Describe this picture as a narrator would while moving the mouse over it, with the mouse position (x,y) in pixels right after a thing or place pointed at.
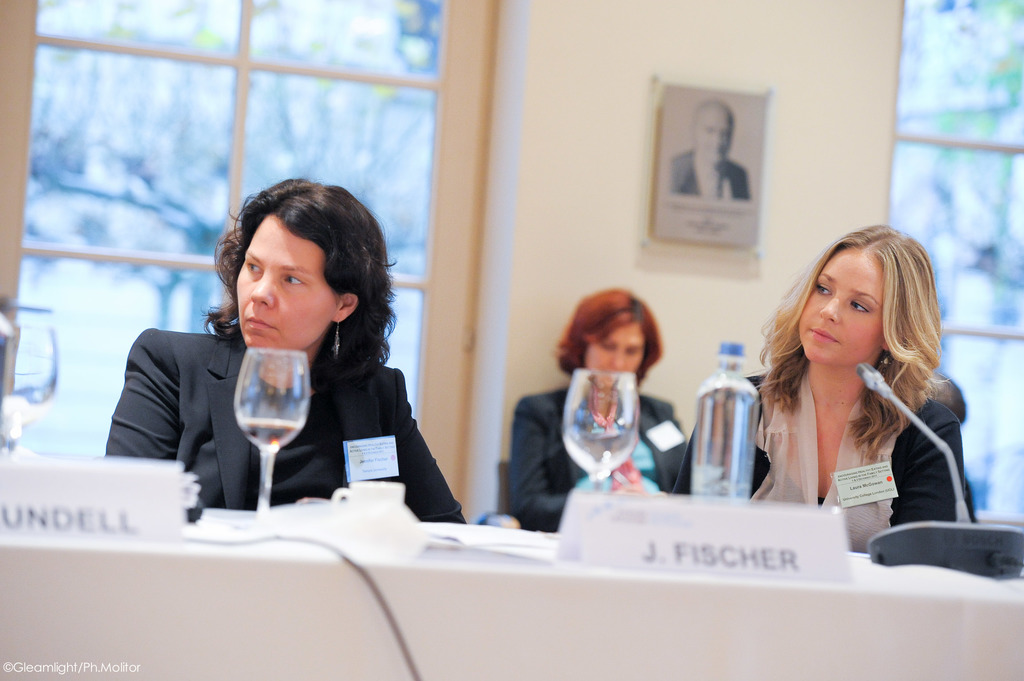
In this image three ladies (805,433) are sitting on chairs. In the foreground (391,566) on the table (321,536) there are nameplates (651,552), glasses (621,439), cup (351,507), bottle (705,422), mic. In the background (96,450) there are glass windows (897,140). On the wall (626,209) there is a photo frame (689,195). Through the glass window (201,165) we can see outside there are trees (964,189).
